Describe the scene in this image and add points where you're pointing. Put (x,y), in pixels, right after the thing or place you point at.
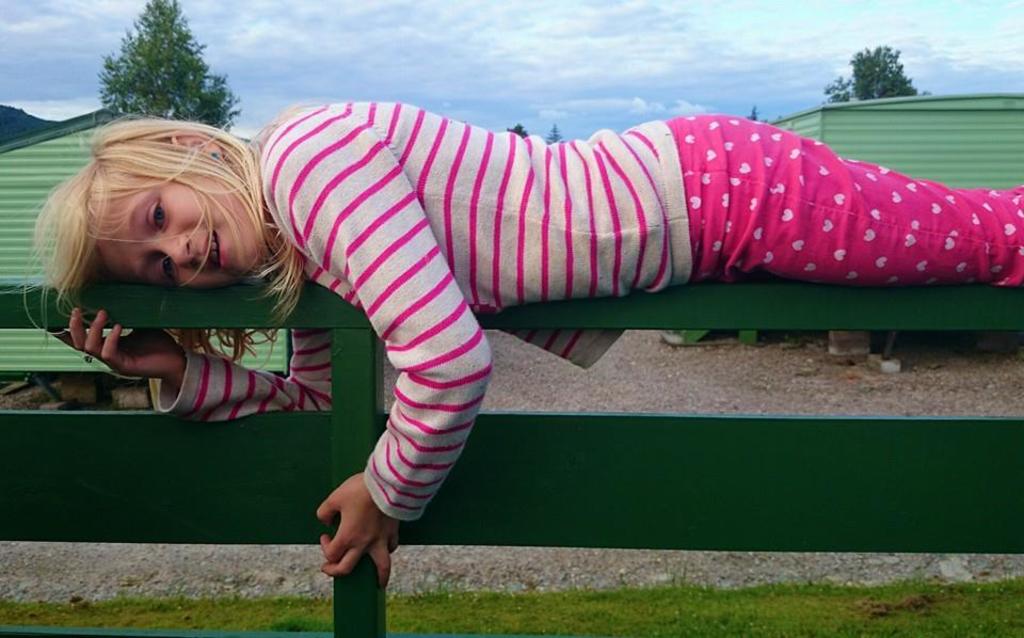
This image consists of a girl (879,234). She is wearing a striped sweater (308,140) and pink pants (878,257). There are something like houses (953,143) in the middle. There are trees (119,69) at the top (166,84). There is sky (409,67) at the top (245,96).
